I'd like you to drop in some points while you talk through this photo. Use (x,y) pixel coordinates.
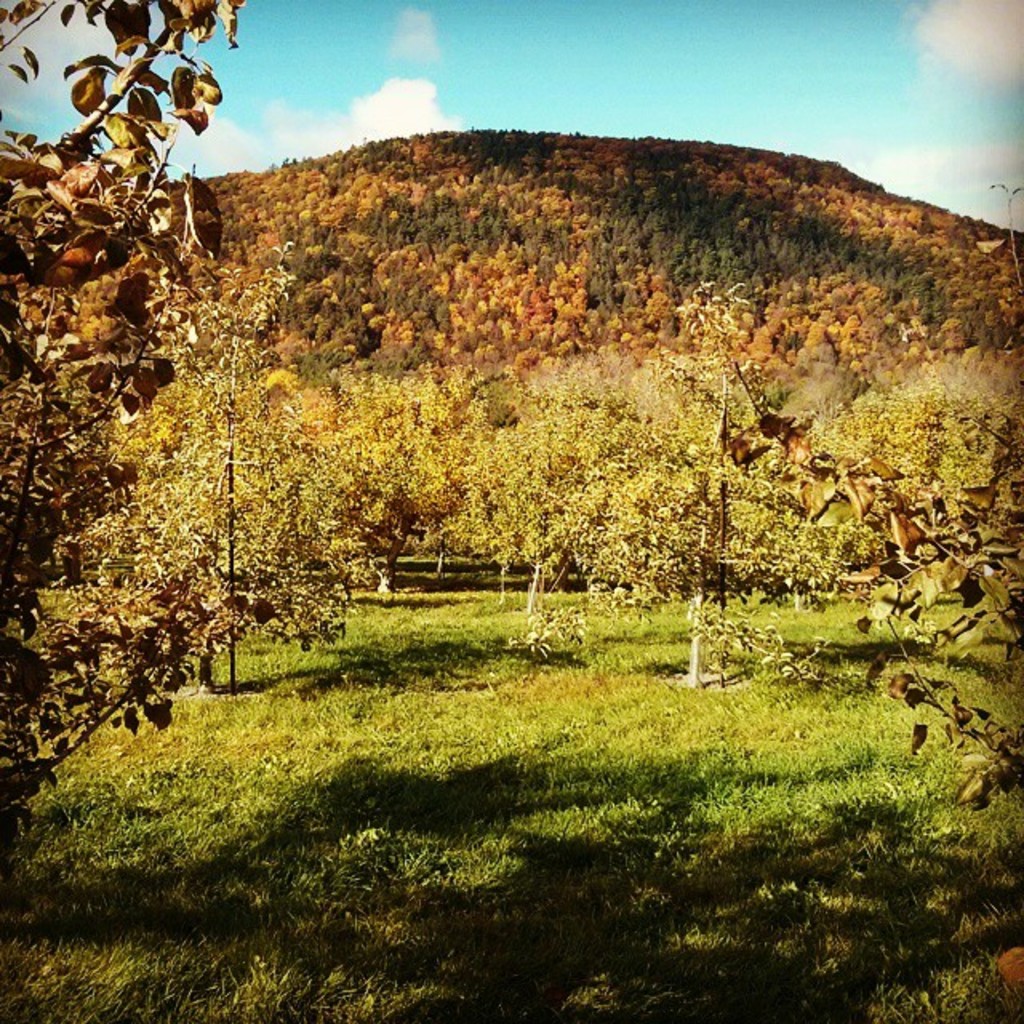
In this image we can see trees (287,506), grass (539,677), plants (26,487), hills (456,270), sky (554,62) and clouds (931,31).
